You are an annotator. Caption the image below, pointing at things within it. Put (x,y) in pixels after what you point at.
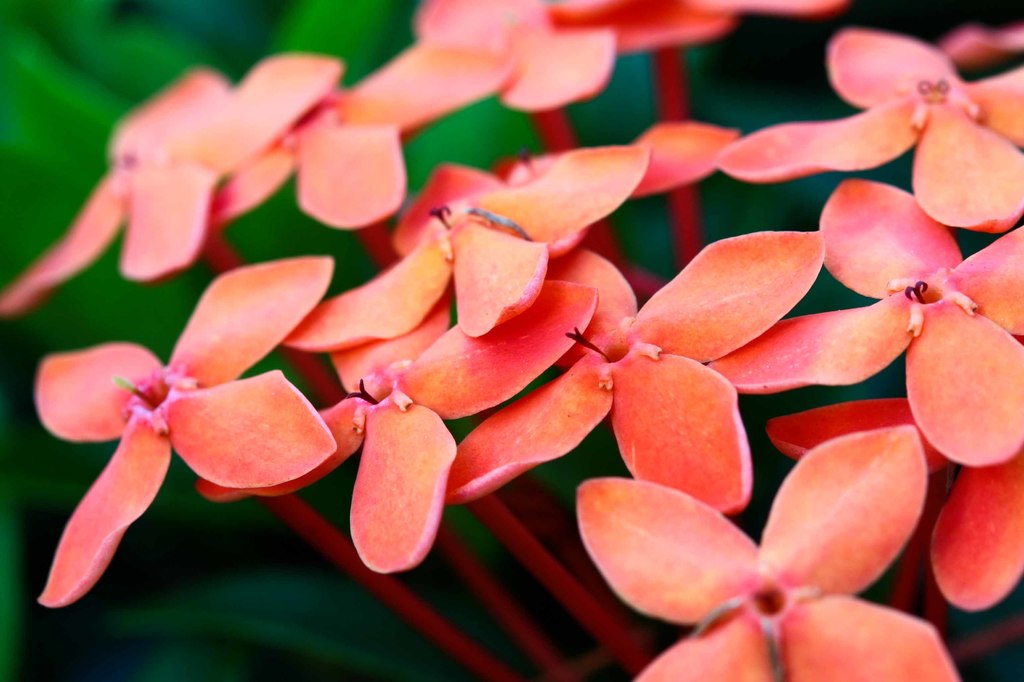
In this image we can see flowers (666,360) which are in peach color.
